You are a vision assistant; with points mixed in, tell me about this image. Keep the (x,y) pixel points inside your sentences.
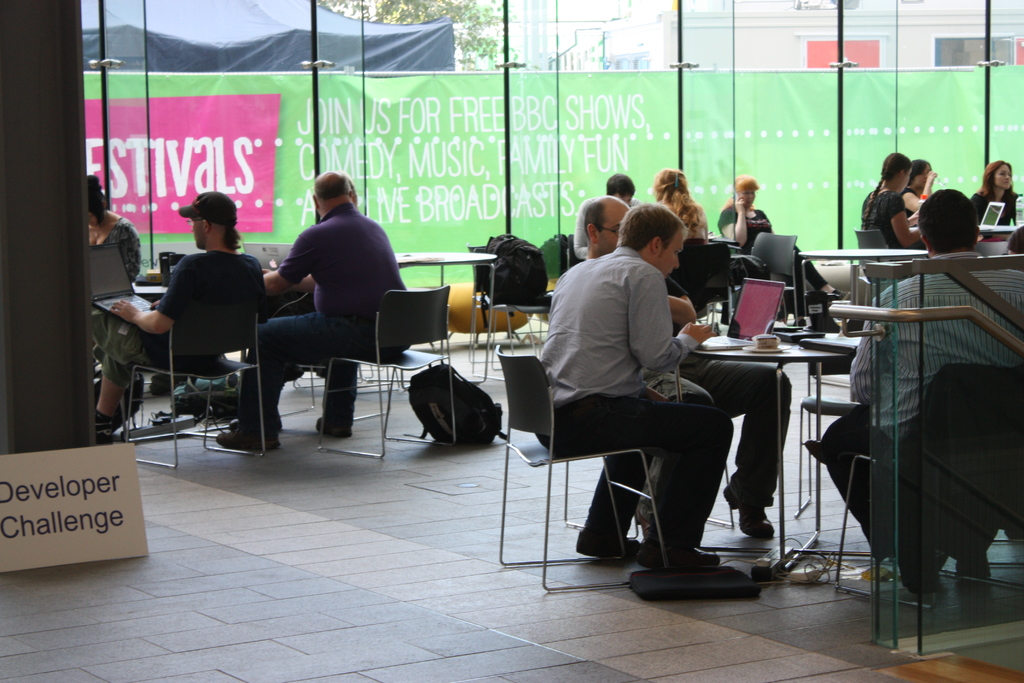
There are many person (654,241) sitting on chairs (718,252). There are tables (437,263) and chairs (542,385) in this room (491,451). On the floor (483,466) there is a black bag (451,410). In front of the person (615,316) wearing gray shirt (617,318) is having a laptop (749,311). In the background (493,133) there is a green banner (556,120) and a black color sheet (334,40) is there.
